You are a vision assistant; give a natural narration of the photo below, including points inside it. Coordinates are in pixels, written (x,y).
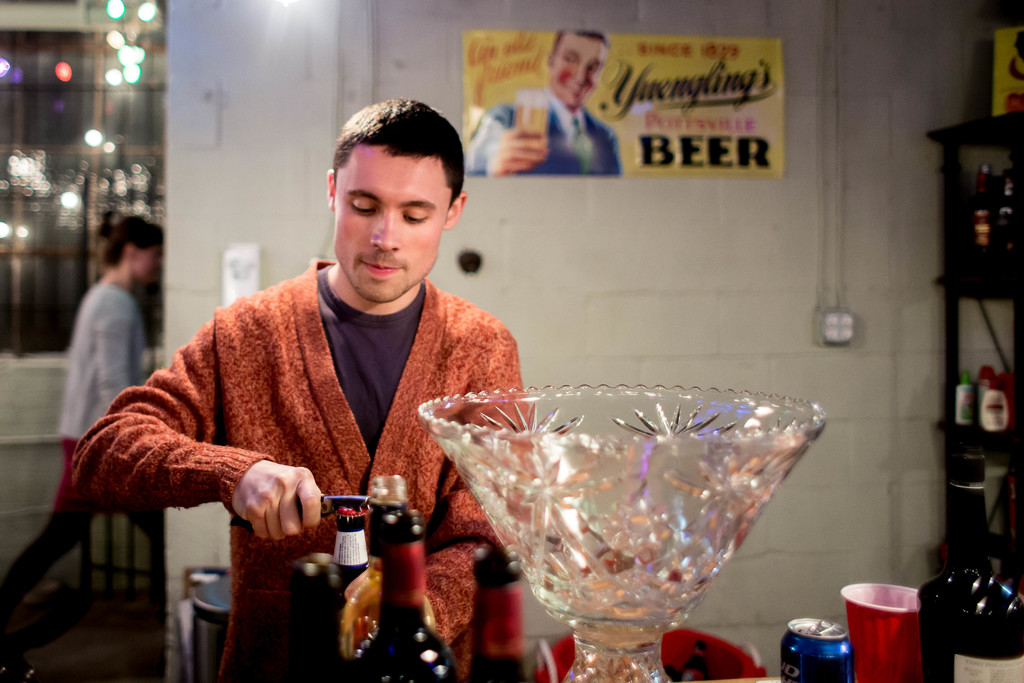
There is a man (464,507) trying to open bottle cap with opener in front of him there is a big glass bowl (648,640) and there is a shelf (961,128) with some bottles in it at one corner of the room (882,531). Behind that there is a poster (1003,91) on wall (870,268).
